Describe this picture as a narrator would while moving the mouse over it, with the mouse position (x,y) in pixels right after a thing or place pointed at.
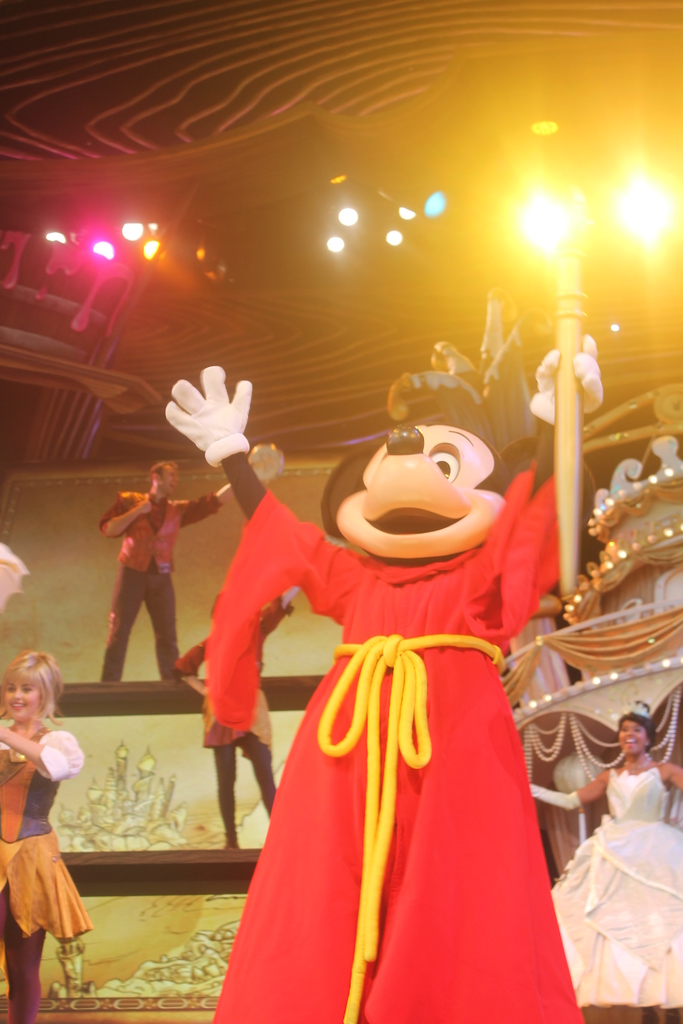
In the image in the center (390,451), we can see one Mickey Mouse doll (480,780) holding some object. In the background (57,524) there is a wall (58,537), roof (357,436), lights (672,532) and few people (16,731) are performing and they are in different costumes (634,855).
